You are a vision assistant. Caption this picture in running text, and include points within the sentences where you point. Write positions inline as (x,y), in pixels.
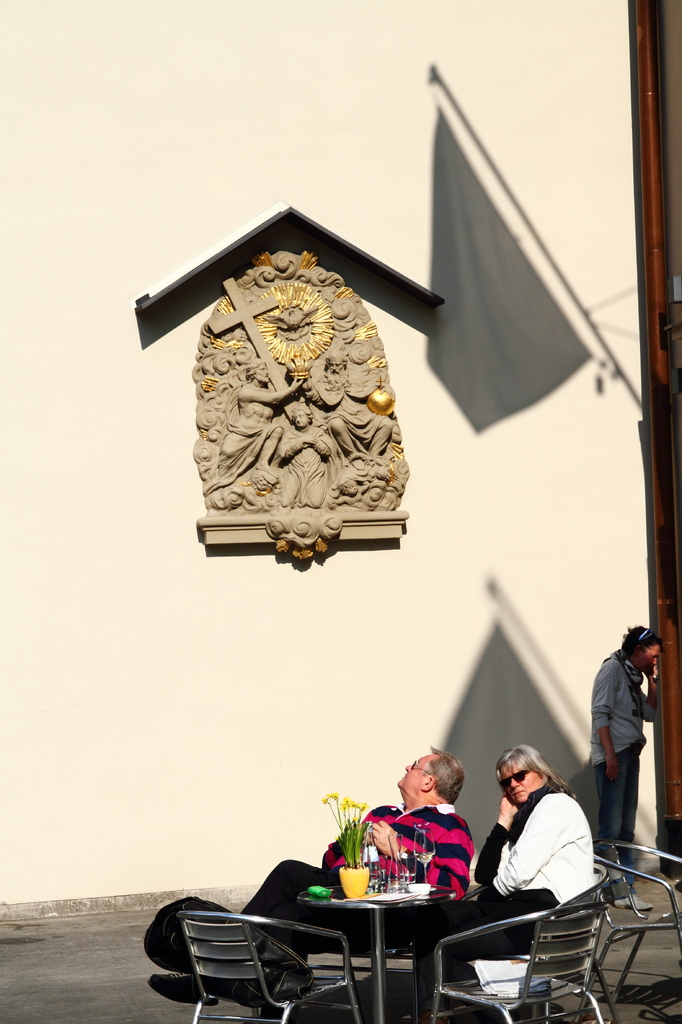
In this picture we can see two persons (512,840) sitting on chairs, there is a bag (262,955) here, in the background (618,707) we can see a person (636,726) standing, in the background (594,650) there is a wall (511,538), we can see a shadow (477,337) here, there is a Christianity symbol (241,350) here.
